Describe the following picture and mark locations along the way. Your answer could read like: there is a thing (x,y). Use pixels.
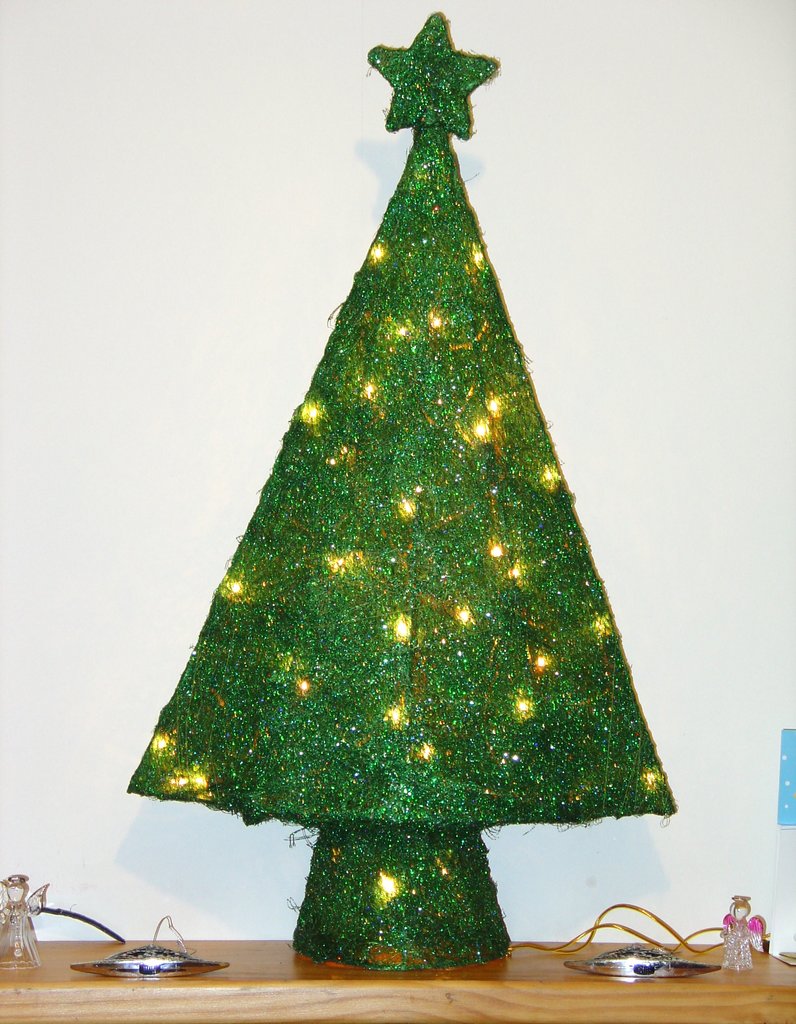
In this image we can see a decor (442,905) placed on the table (210,986). In the background (661,410) there is a wall (162,333).
